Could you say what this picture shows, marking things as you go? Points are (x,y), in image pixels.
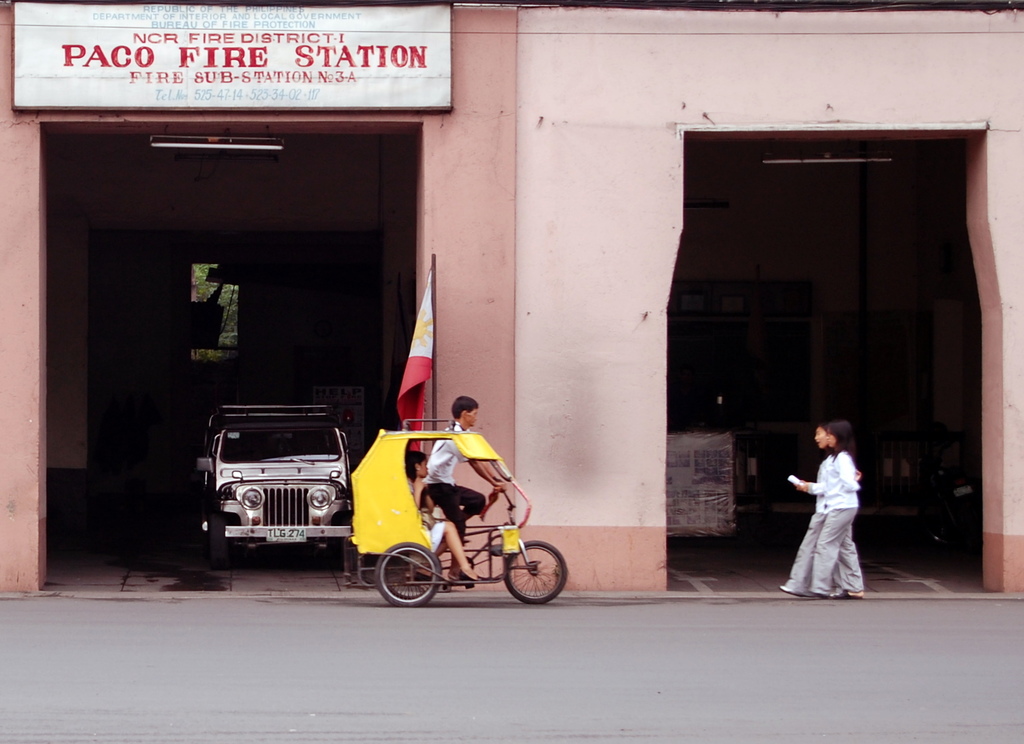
In this image I can see two women (852,509) walking and here is a small cycle rickshaw (384,580) where a man (440,486) is riding. This is a flag (428,347) with its pole (433,359). I can see a jeep (234,477) which is kept inside the shed (199,374). This is the tube light (239,148) attached to the wall (288,132). This place looks like a fire station (441,247) as it is written on the name board (275,73) which is attached to the building (453,68). I can see some other object (707,468) inside the shed (684,580).
